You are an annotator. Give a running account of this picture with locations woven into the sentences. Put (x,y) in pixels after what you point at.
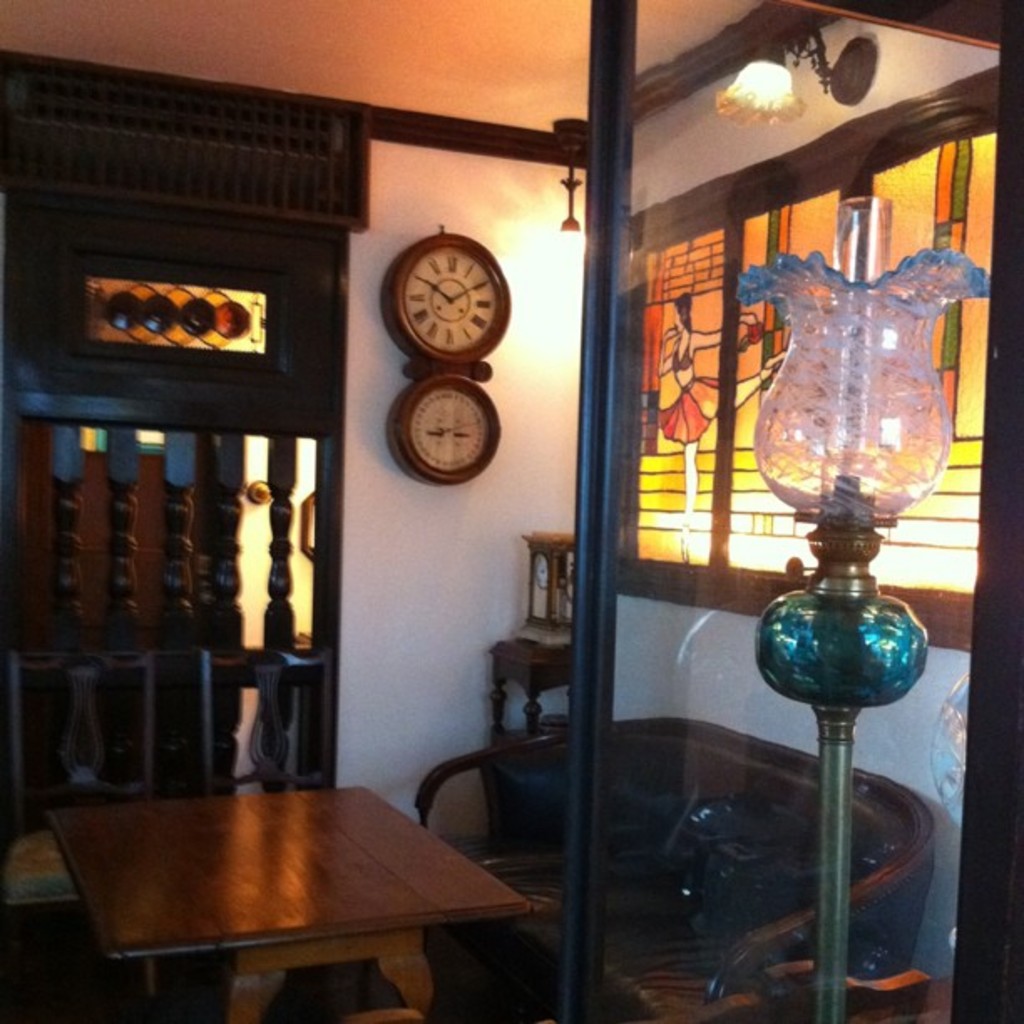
In this picture it seems to be a room (574,180) where, there is a clock (442,228) on the wall (436,704) and there is a sofa (546,795) at the right side of the image (720,759) and the table (88,826) at the center of the image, there is a long lamp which is placed at the right side of the image (828,806), there is a portrait (682,308) on a glass (960,548) at the right side of the image (914,240).
